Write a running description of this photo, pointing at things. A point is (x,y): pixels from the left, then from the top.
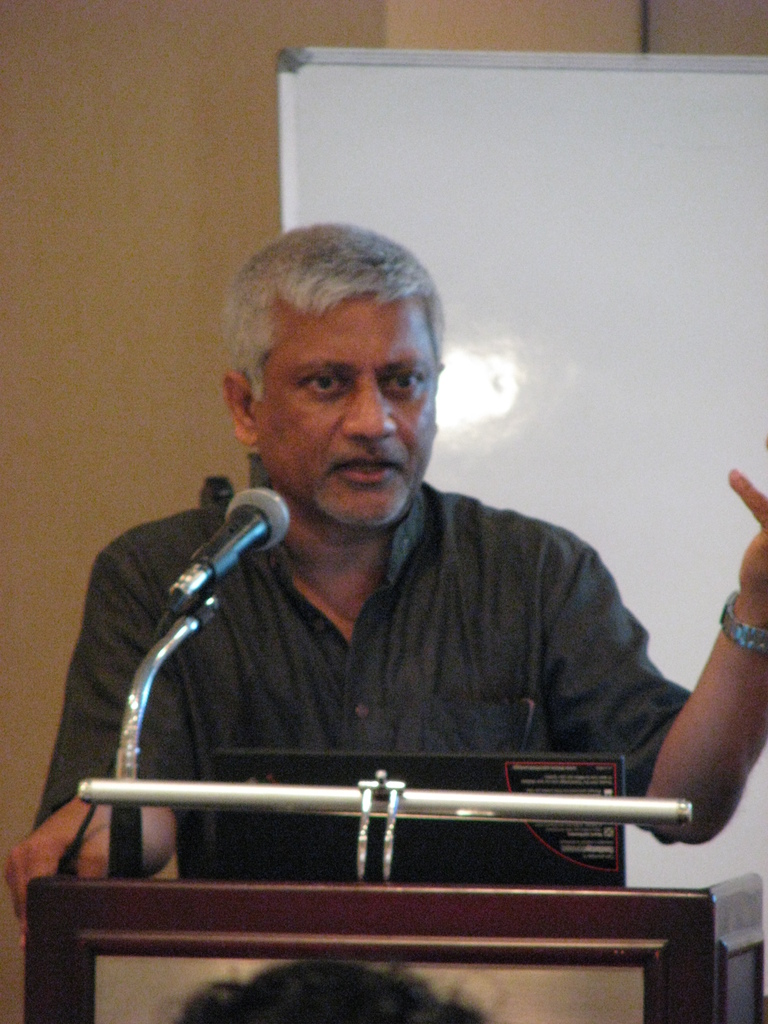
In this image, we can see a person (395,729) is talking in-front of a microphone (222,562). Here we can see a rod (522,810), board (649,916) and black color object (564,869). Background (585,424) there is a wall (89,405) and white board (509,343). At the bottom of the image (347,1004), we can see a human hair (315,1016).
